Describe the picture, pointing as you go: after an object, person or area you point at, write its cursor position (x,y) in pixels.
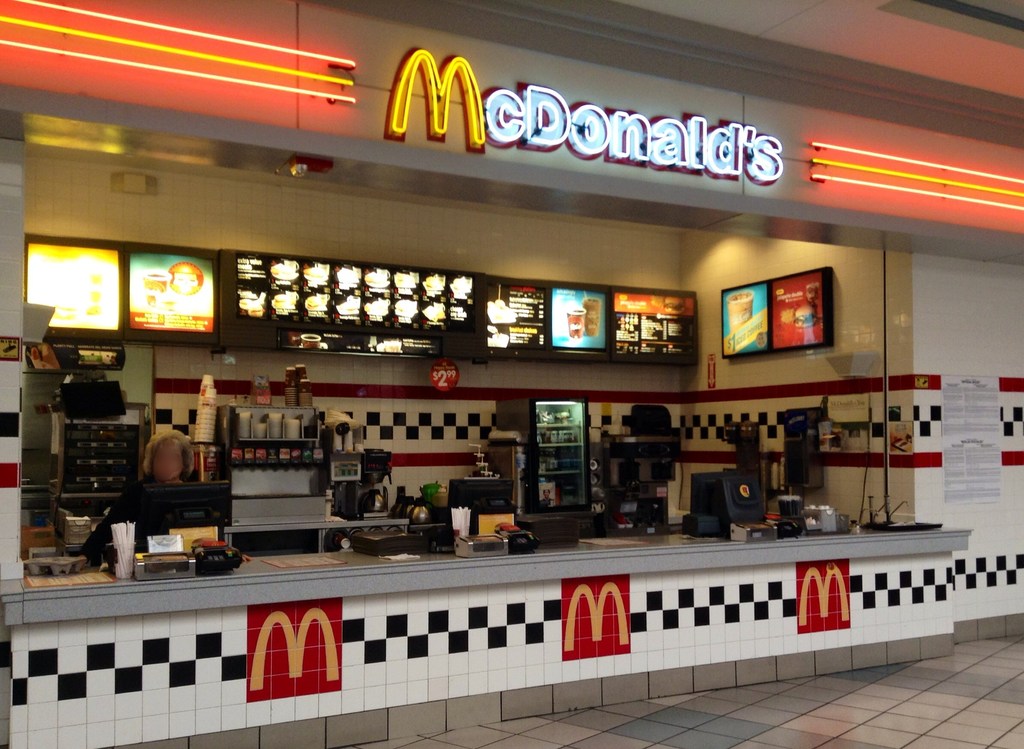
In this image we can see the store (690,355) and at the top (657,129) we can see the text (625,146) and there is a person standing and in front of her there is a computer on the surface (241,577) which looks like a table (244,597) and we can see some objects (563,535) on the table (277,591). We can see machines (298,512) and some other things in the background (309,501) and we can see some screen (795,312) attached to the wall (983,536) with pictures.
